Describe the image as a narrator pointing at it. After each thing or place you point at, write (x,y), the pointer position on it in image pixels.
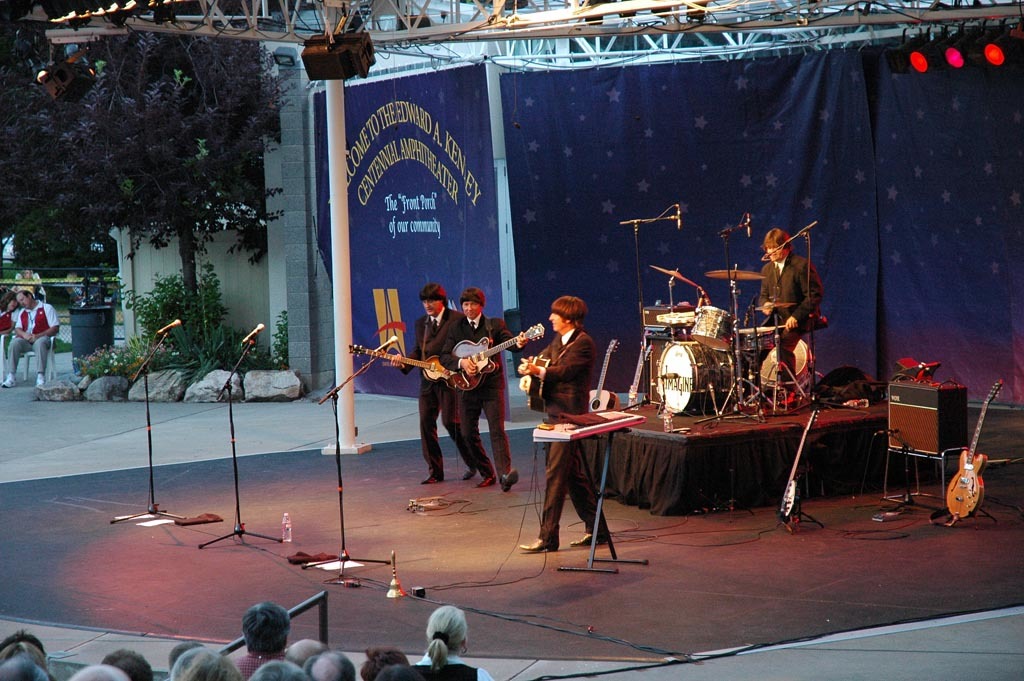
There are three persons (576,371) standing and playing guitar (535,391). Here is another man (768,292) sitting and playing drums (718,349). These are the audience (327,659) sitting and watching the performance. These are the mics (250,342) with the mike stand (236,490). Here is a water bottle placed on the floor (272,513). This looks like some electronic device (901,435). I can see a blue cloth (844,157) hanging. And this looks like a banner (425,236). This is a tree (180,198) and rocks (65,395) placed.
